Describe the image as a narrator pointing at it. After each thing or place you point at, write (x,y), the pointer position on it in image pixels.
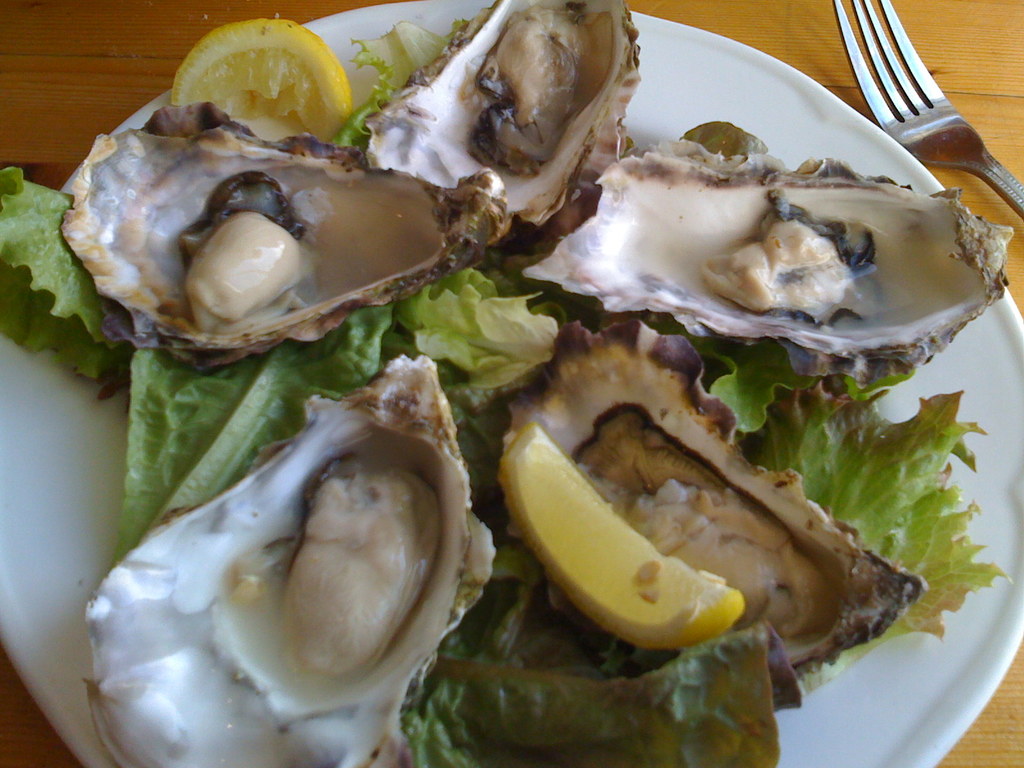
In the image there is some food item (435,156) served on a plate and beside the plate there is a fork (924,136).
